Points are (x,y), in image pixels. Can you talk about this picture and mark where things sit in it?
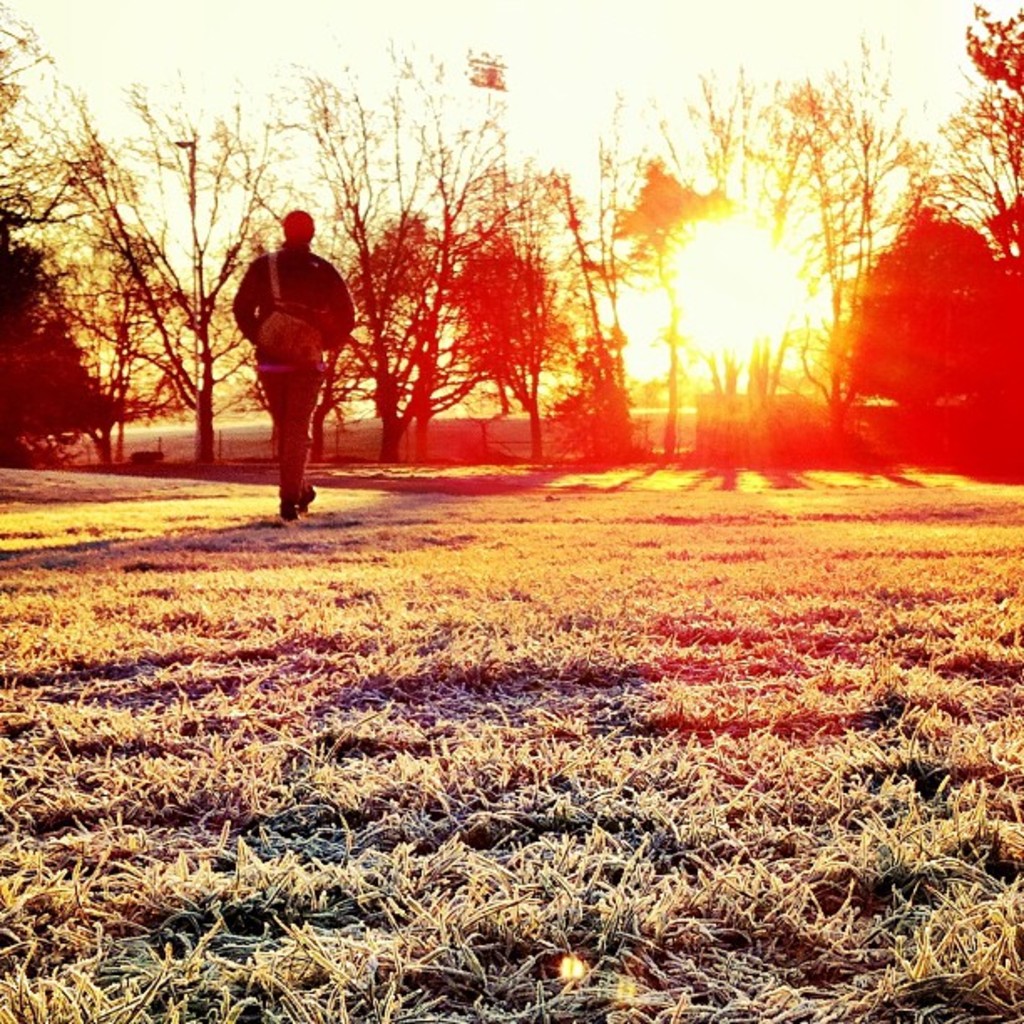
This image is clicked outside. There are trees (560,392) in the middle (502,369). There is grass (502,809) at the bottom (550,893). There is a person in the middle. There is sky (492,49) at the top (457,80). There is sun (695,281) in the middle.
